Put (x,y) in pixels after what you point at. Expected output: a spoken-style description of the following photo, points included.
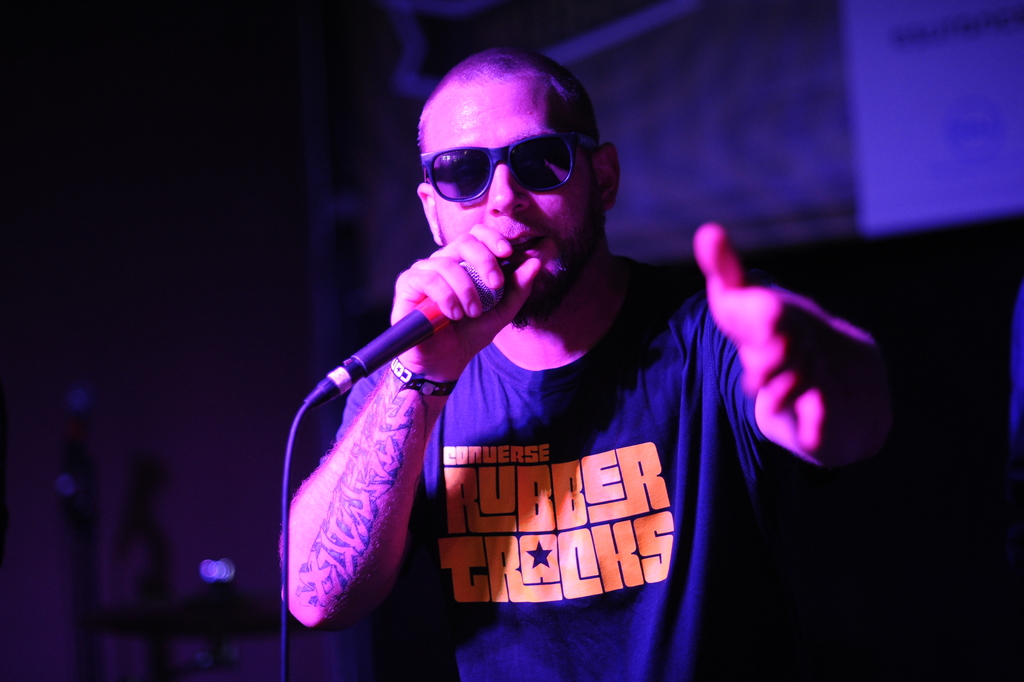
In this image in the front (548,426) there is a man (537,495) holding a mic (404,343) in his hand (422,357) and singing and the background (68,362) is blurry.
